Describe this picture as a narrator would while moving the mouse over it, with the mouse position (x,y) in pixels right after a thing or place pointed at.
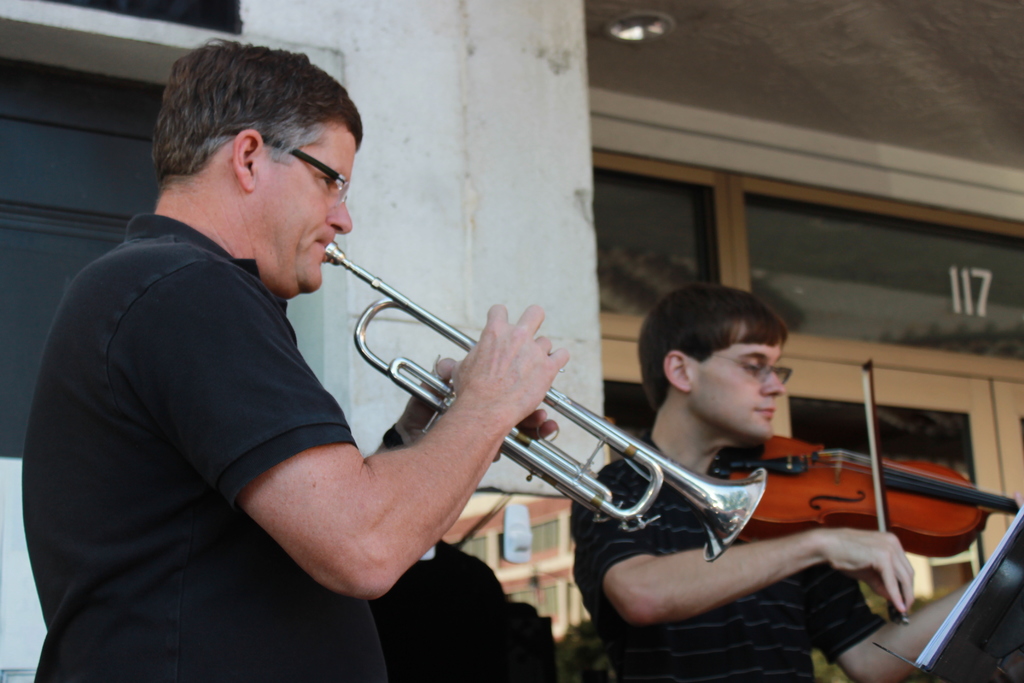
This picture shows a man (163,578) playing trumpet (377,358) holding in his hand (493,425) and we see another man (776,671) playing violin (779,494).
